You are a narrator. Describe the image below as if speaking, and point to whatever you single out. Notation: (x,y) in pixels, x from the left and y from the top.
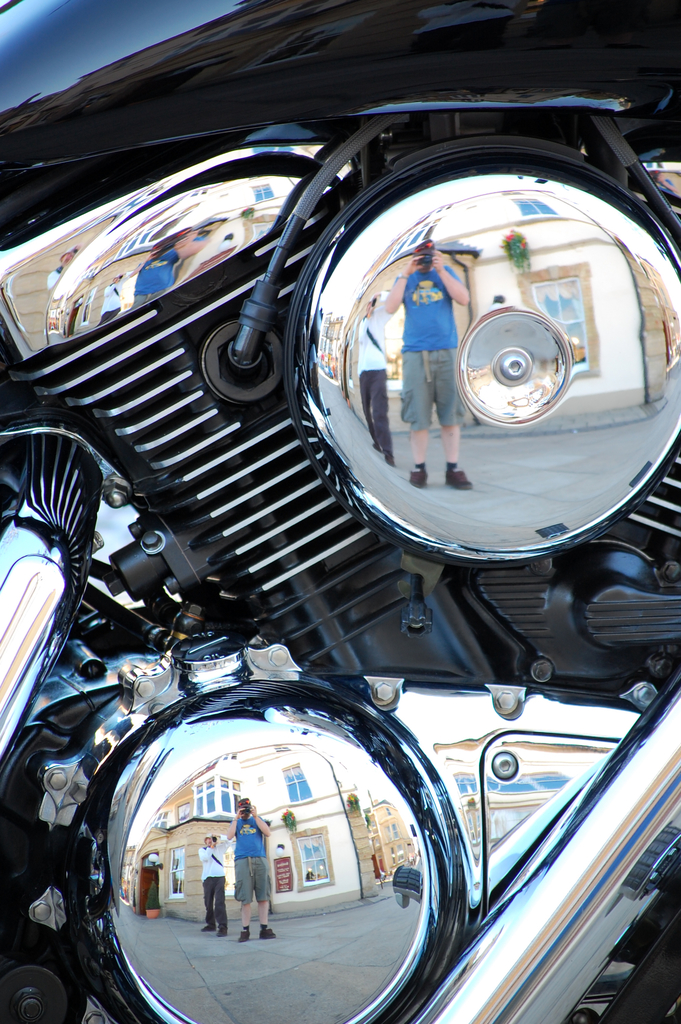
In this image, we can see a motorcycle (390,160) which is in black color. On the right side (665,341), we can see the engine cover (428,170) of a motorcycle (463,469), in the cover (436,378), we can see two persons (436,382), in that one person (449,299) is holding a camera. On the left side (211,850), we can see two men (253,865) standing in the cover (279,823). In the background (301,822), we can see a building (326,805).
